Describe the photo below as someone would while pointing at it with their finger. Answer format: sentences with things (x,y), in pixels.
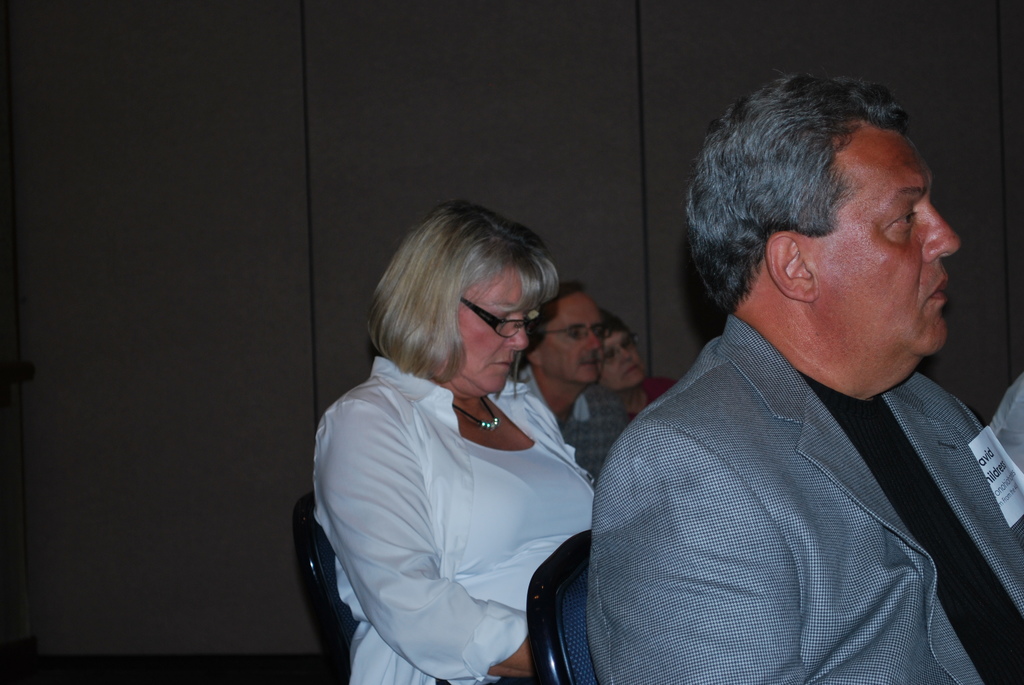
In this image, there are some people (891,596) sitting on the chairs (569,620) which are in black color, in the background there is a dark color wall (245,193).
